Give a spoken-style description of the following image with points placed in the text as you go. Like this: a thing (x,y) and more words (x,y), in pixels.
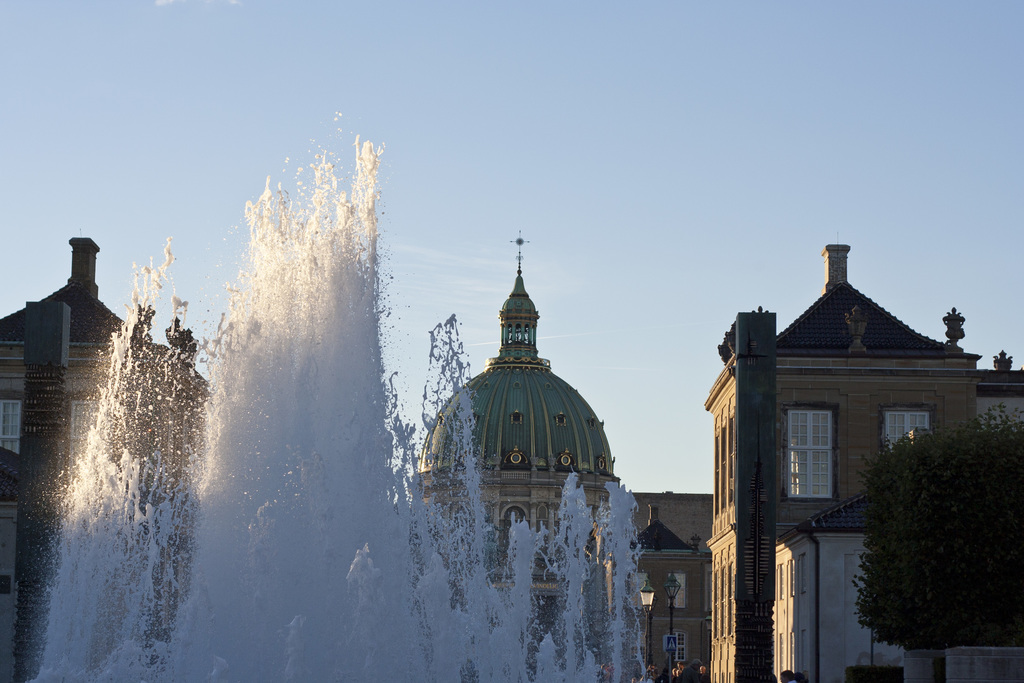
In this image I can see the water fountain (372,538), a tree (962,510) and in the background (804,509) I can see few buildings (686,572), few poles (673,623), few boards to the poles (650,648) and the sky (609,170).
